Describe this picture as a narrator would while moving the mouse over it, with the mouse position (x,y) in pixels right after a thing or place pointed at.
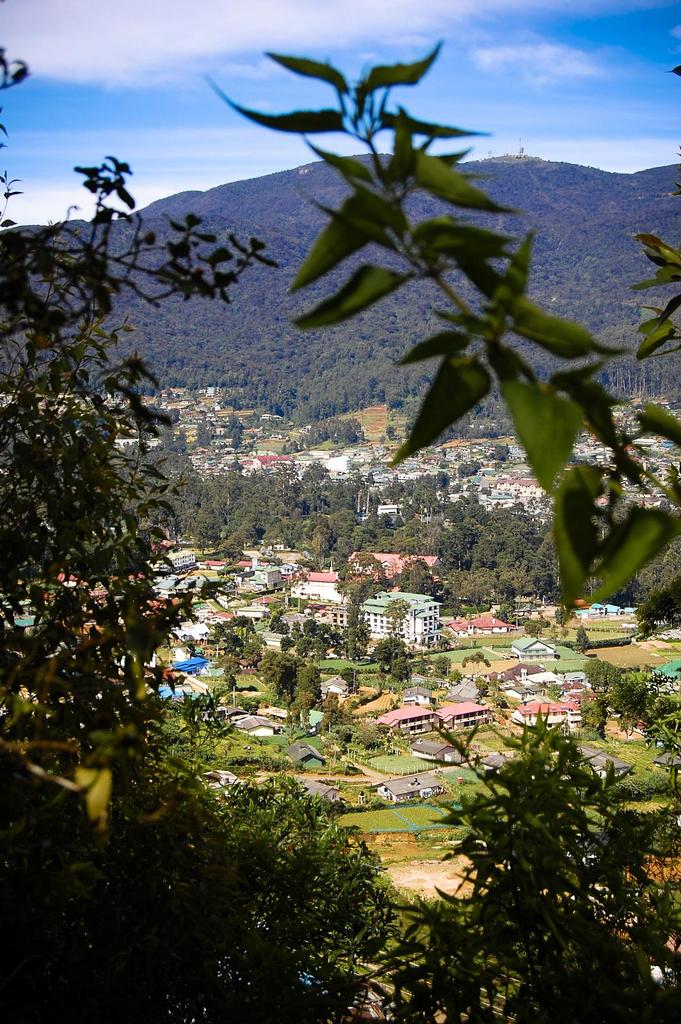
In the image there are some plants (494,792) and behind the plants (333,864) there are many trees (205,544), houses (274,580) and buildings (305,454). In the background (680,222) there is a mountain (657,192).
